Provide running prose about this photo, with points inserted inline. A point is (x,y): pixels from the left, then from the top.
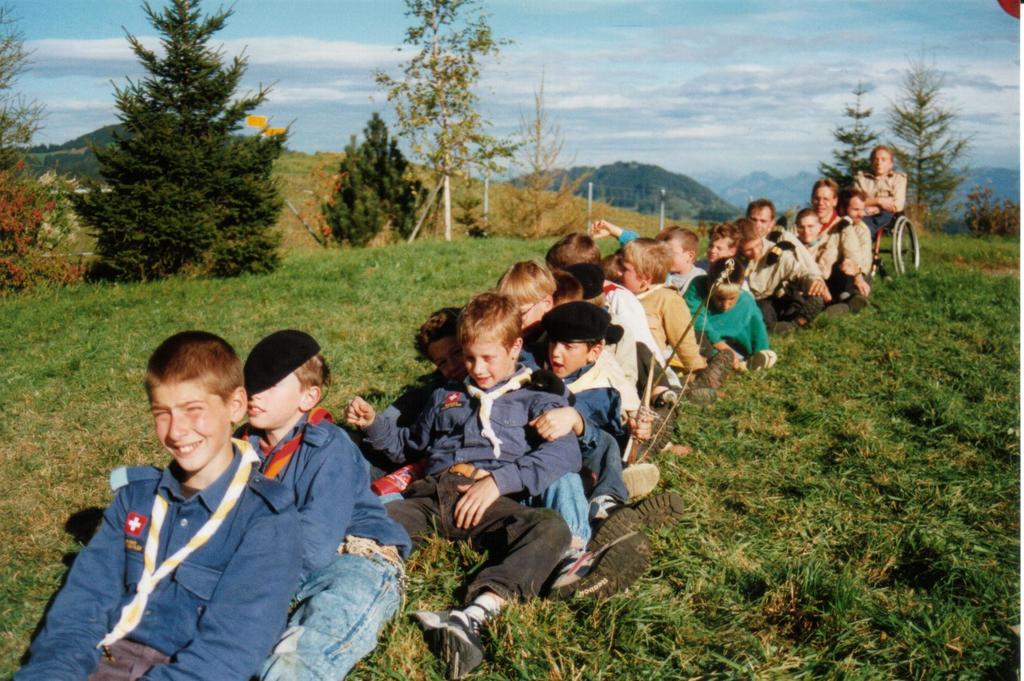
In this picture we can see a group of people (337,525) sitting on the grass (786,644) where a person (872,222) sitting on a wheelchair (874,258), caps (594,332), fence (662,192), trees (538,194), mountains (66,155) and in the background (650,113) we can see the sky (648,45) with clouds (881,36).
